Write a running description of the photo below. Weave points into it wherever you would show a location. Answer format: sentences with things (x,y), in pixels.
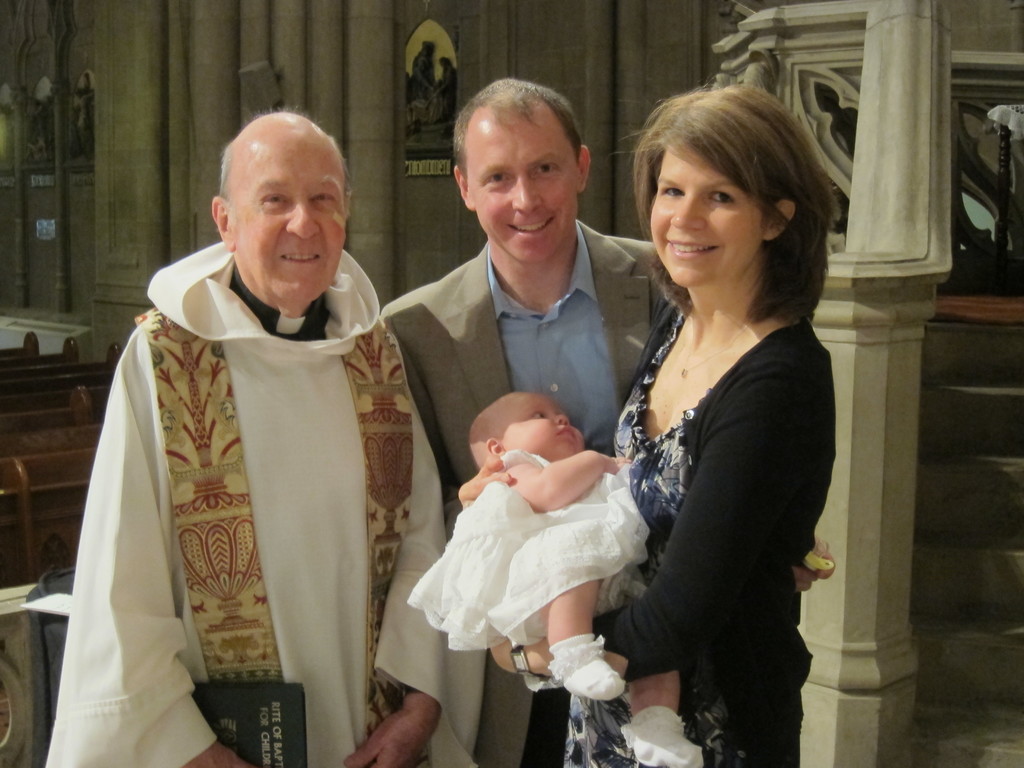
In this picture we can see the old man (295,379) wearing a white dress (307,610), standing in the front (328,579) and smiling. Beside we can see the family (483,360) of the man (564,298), woman (677,404) and small baby (541,511) in the hand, smiling and giving a pose to the camera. Behind there is a church wall (131,87) and wooden chairs (36,420).
